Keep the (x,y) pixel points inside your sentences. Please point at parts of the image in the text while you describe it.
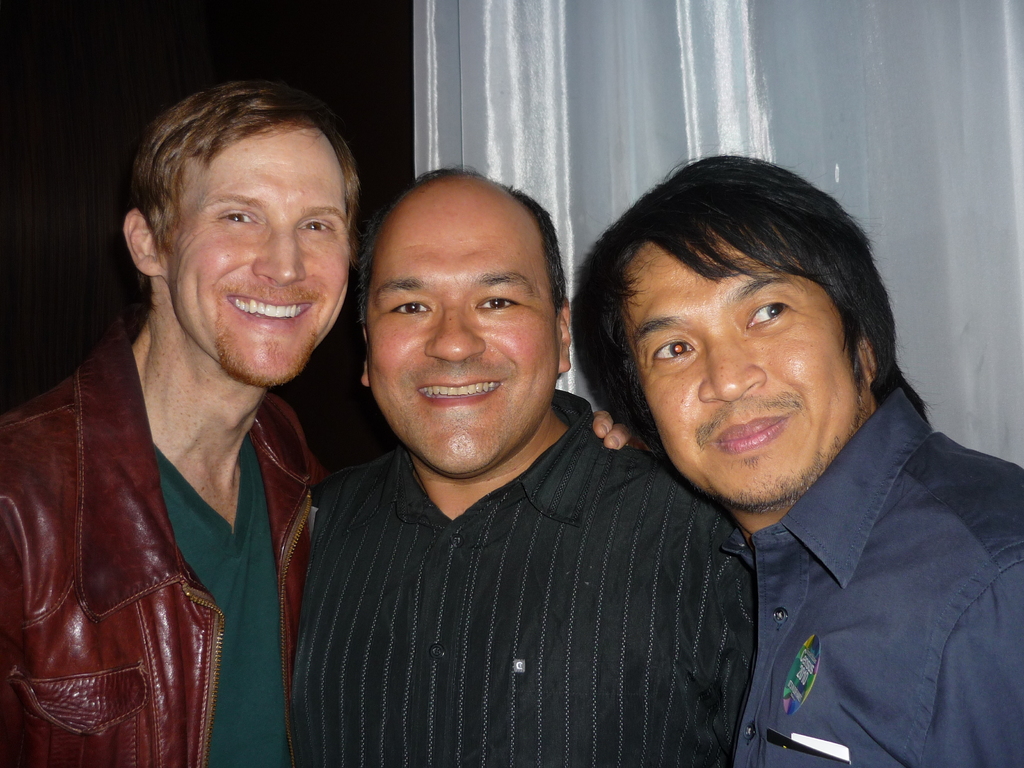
In this picture I can see three men (556,415) are standing together and smiling. The two persons (669,644) are wearing shirt (793,597) and the person (127,489) on the left side (81,500) is wearing a jacket (74,612).
